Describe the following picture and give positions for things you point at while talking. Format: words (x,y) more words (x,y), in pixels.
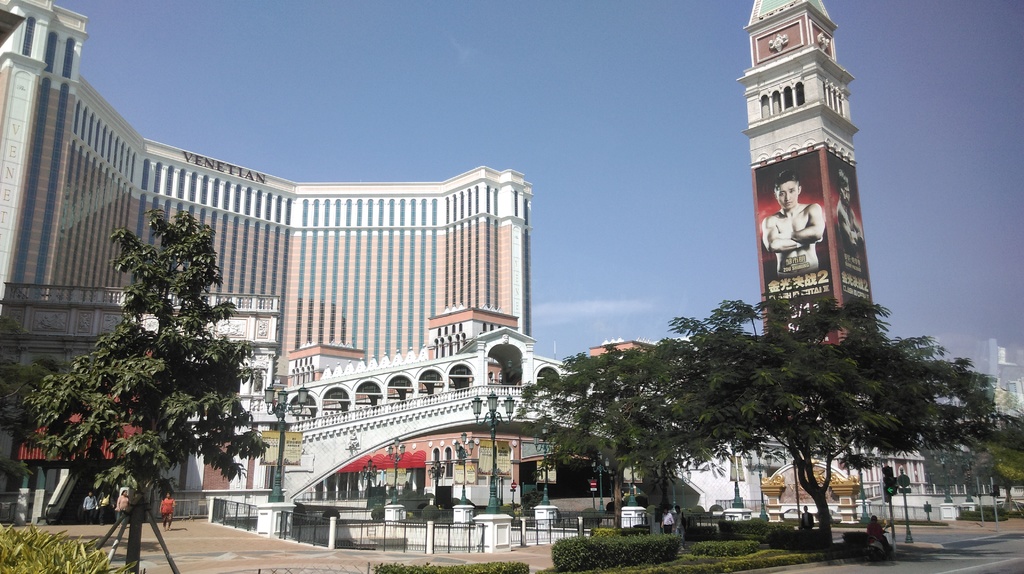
In this image there is a tree (229,440) and there are plants (102,570), people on the left corner (73,569). There is grass (687,560), there are plants (561,562) in the foreground (725,566). There is a road (1000,556), there are trees (1021,421), there are buildings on the right corner (1007,443). There is a metal fence (411,534), poles (489,504) with lights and buildings (253,235) in the background (406,335). And there is sky (581,132) at the top (561,89).
